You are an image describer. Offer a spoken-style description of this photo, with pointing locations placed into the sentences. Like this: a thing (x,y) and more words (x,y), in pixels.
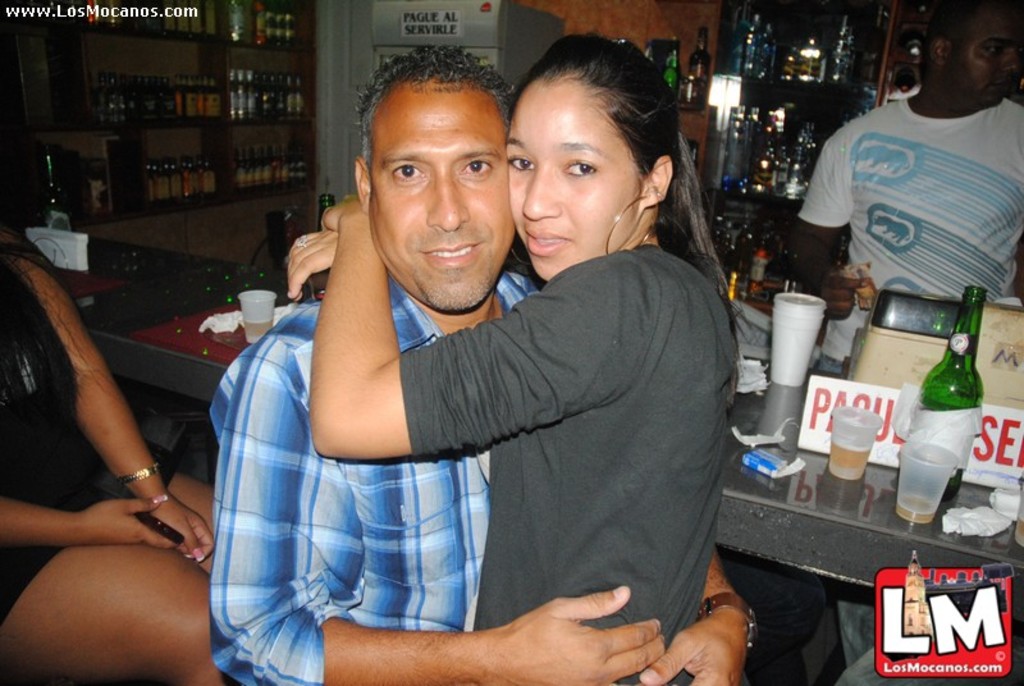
Two persons (460,411) are hugging. This rack (232,171) is filled with bottles (258,160). On this table (804,500) there is a bottle (942,445) and glasses (913,456). This woman (126,459) is sitting on a chair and holding mobile (152,521).
